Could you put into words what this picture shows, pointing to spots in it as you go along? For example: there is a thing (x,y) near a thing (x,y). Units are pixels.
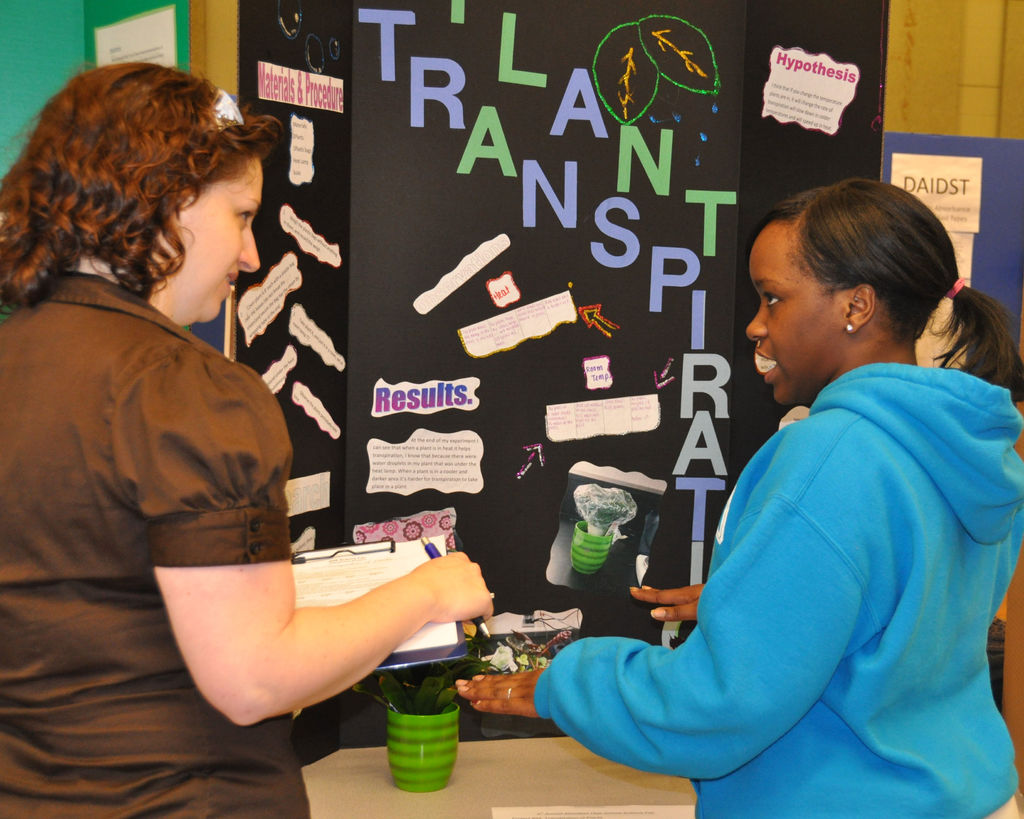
A woman (134,544) is holding pad (398,652), paper (446,639) and pen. There is another woman (834,628) standing, there is a container (429,749), there are posters (719,225).
